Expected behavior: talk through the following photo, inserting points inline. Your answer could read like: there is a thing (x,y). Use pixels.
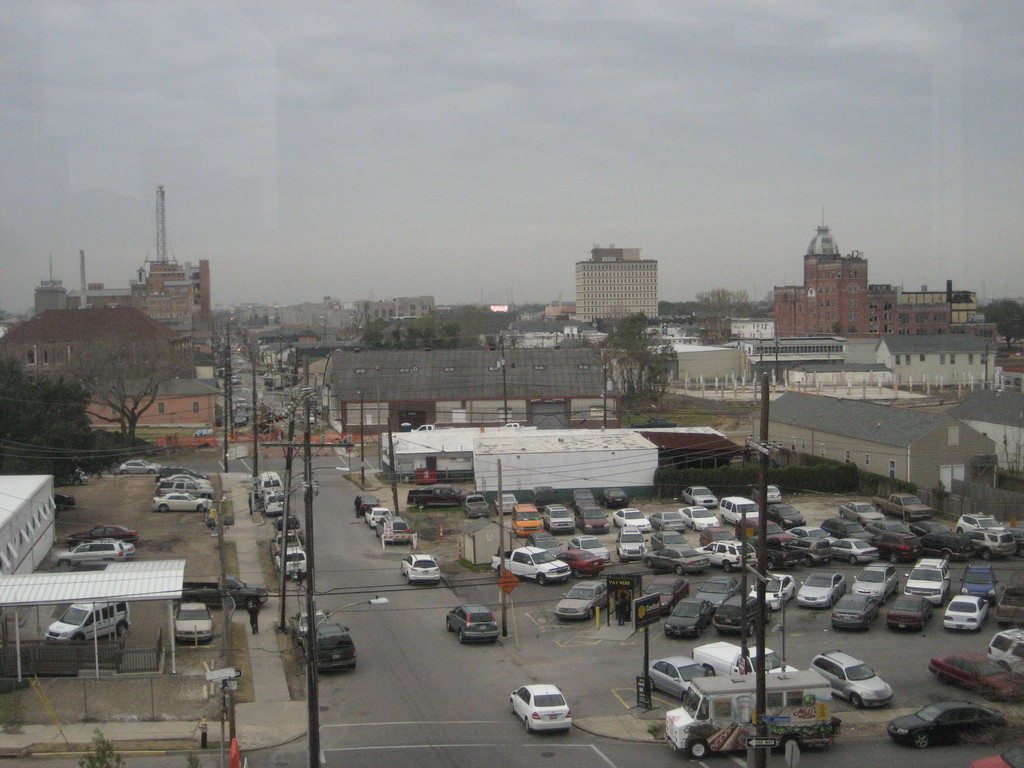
These are the cars (240,586) on the road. I can see the electric poles (758,642). These are the buildings (578,375) and trees (83,397). This looks like a street light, which is attached to the pole (318,720). I think this is a tower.
